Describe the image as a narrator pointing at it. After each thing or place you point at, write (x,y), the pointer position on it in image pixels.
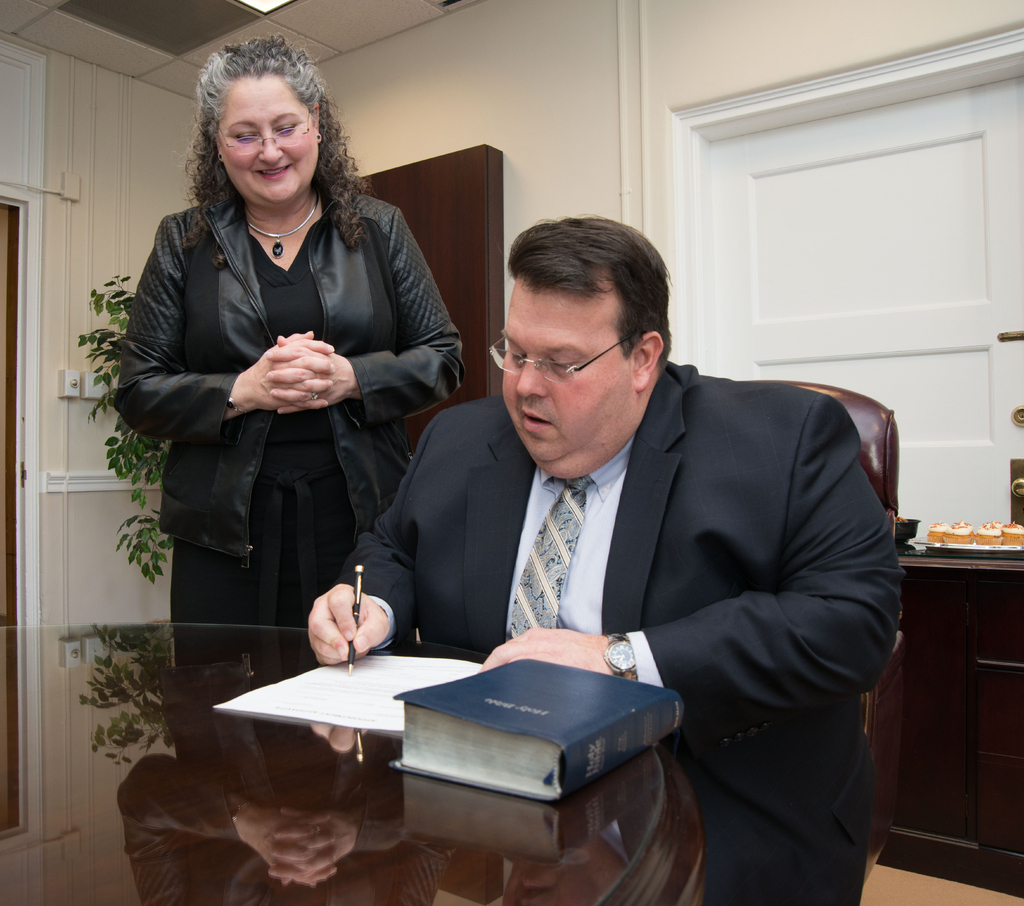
The image is inside the room (34,290). In the image there are two persons (493,515) man (458,505) and woman (282,332). Man (571,369) is sitting on chair (869,442) holding his pen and writing something on his paper (346,713) which is placed on table (129,833). On table (155,780) we can see a book (541,729), in background (854,263) we can see a white door (867,258) which is closed. On left side (142,446) there are some plants (125,460) which are in green color, switch board (69,375) and a wall (339,78) which is in cream color.
